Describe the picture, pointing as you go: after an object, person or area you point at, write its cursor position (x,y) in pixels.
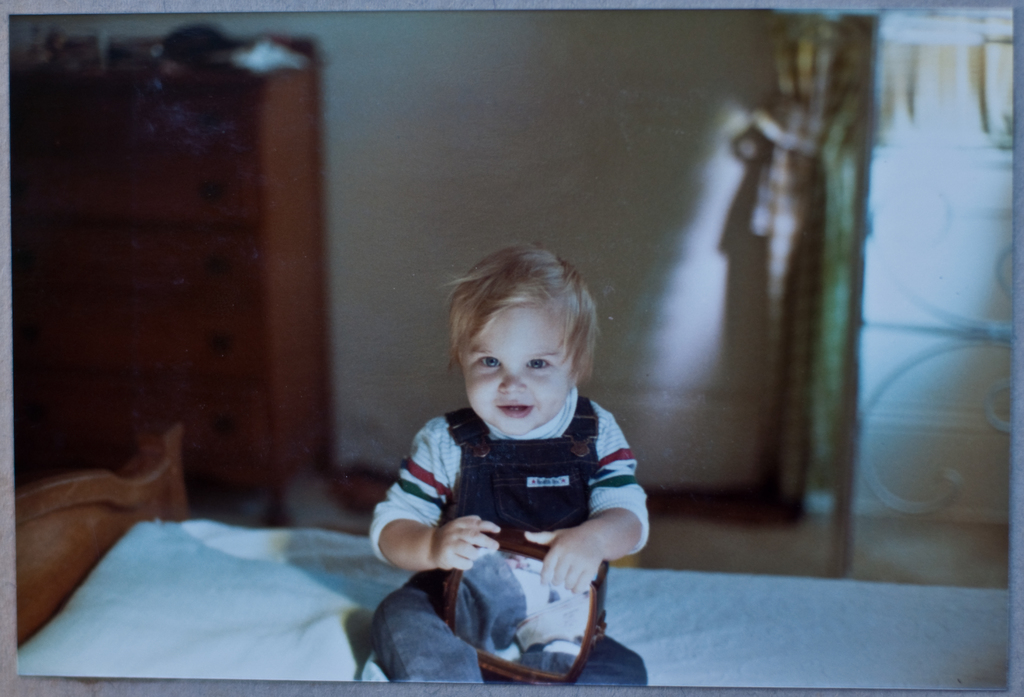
In this picture I can see a photo. I can see a kid (527,492) holding an object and sitting on the blanket (843,673) of the bed (856,656), and in the background (386,95) there is a wall (420,70) and some other objects (321,357).
